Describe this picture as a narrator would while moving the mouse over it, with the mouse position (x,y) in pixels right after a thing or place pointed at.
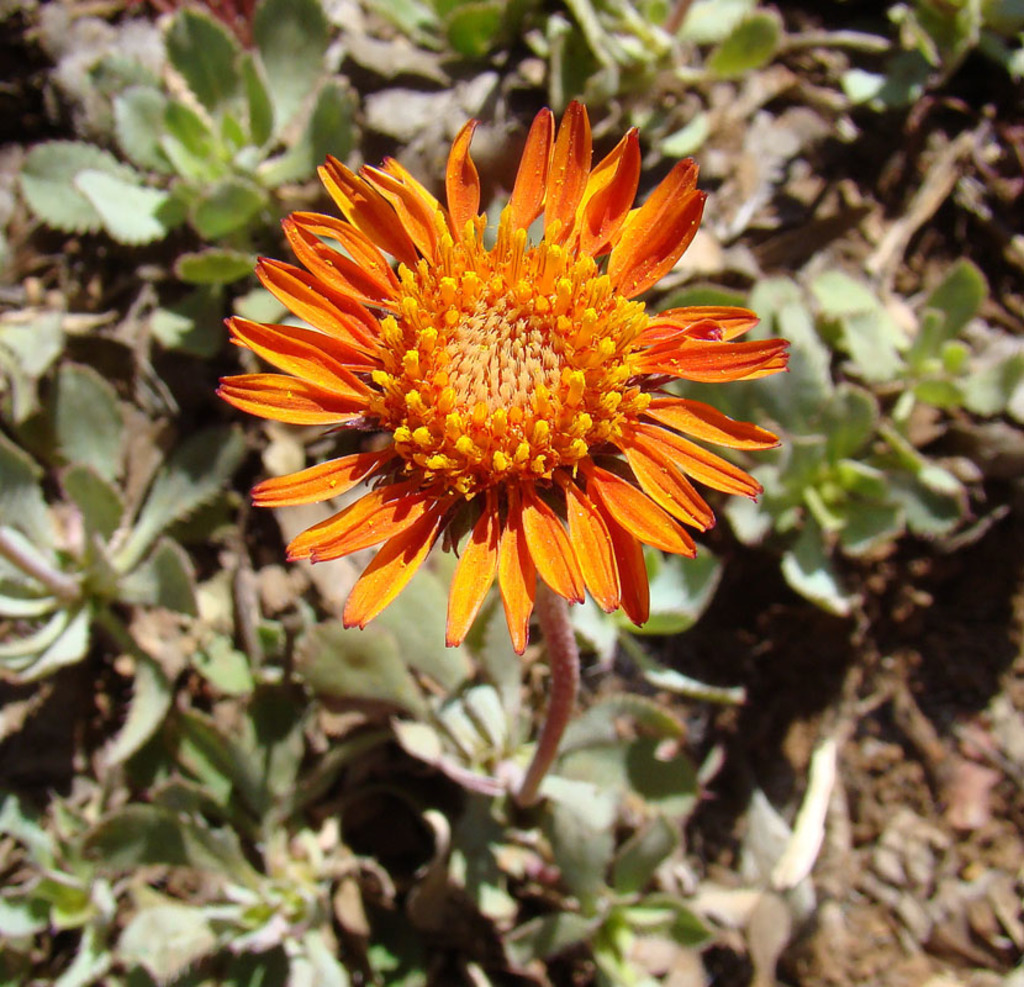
In this picture we can see a flower (684,513) and in the background (318,589) we can see plants (253,714) on the ground (730,763).
